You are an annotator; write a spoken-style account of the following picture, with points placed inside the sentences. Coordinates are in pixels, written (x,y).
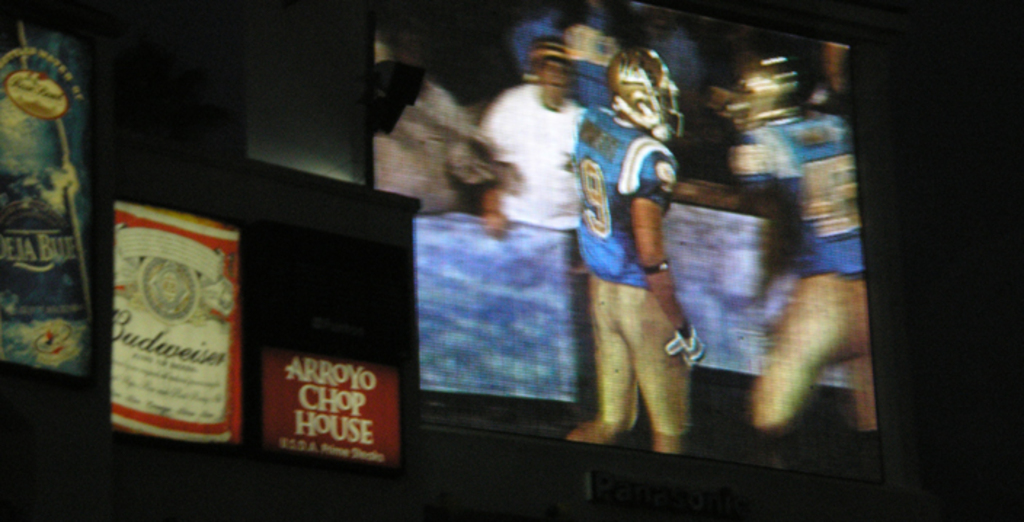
In this image I can see few boards (168,328) which are blue, red and white in color and the television (666,274) in which I can see few persons (613,225). I can see the wall (295,72) in the background (334,80).
